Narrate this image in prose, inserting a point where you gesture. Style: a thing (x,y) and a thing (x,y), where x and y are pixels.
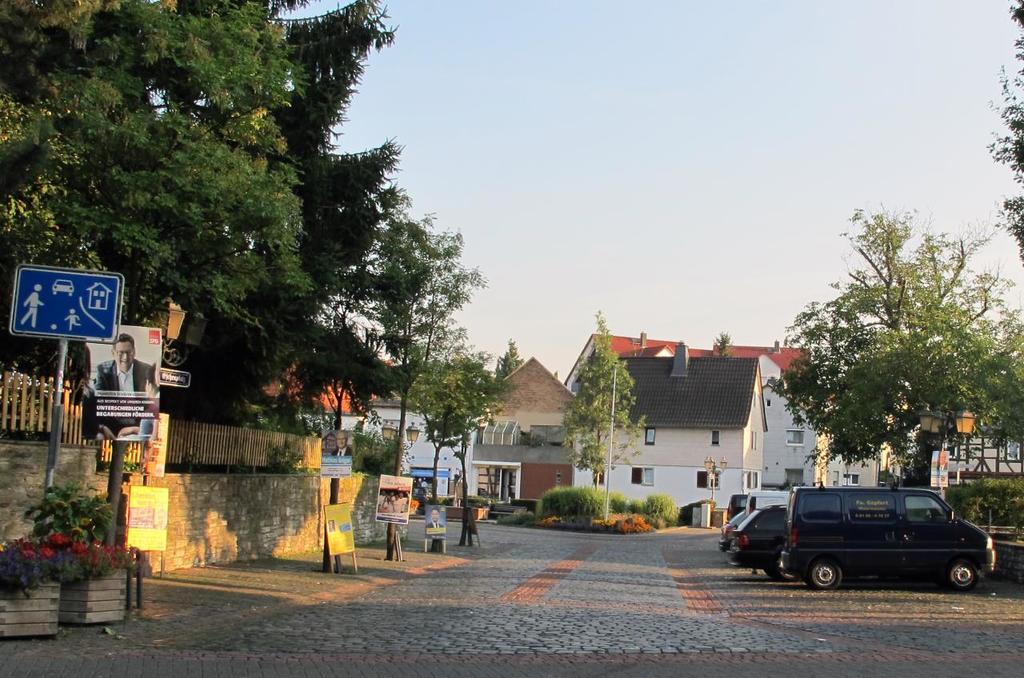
In this image we can see the buildings (559,447). In front of the buildings (645,451) we can see the plants (617,525) and trees (595,355). On the right side (846,502), we can see the vehicles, trees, lights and a wall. On the left side (126,479), we can see the wall (233,539), boards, trees (195,411) and plants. At the top (674,159) we can see the sky (641,49).
